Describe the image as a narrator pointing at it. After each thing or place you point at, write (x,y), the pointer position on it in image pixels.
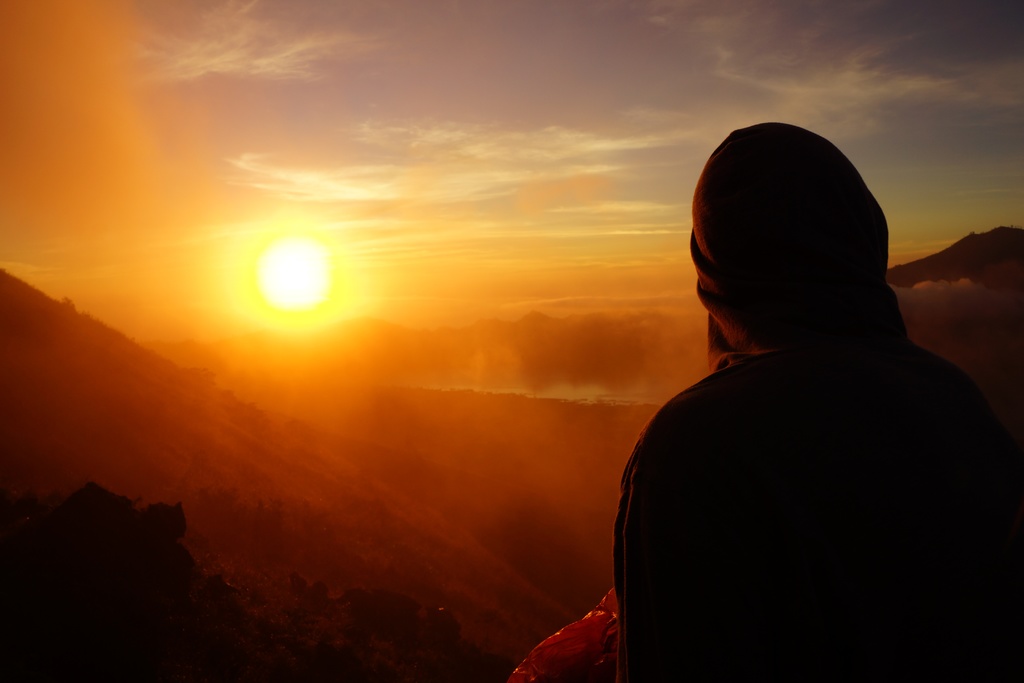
In this picture there is a man (805,147) on the right side of the image (832,235) and there are trees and a sun (297,263) in the image.
